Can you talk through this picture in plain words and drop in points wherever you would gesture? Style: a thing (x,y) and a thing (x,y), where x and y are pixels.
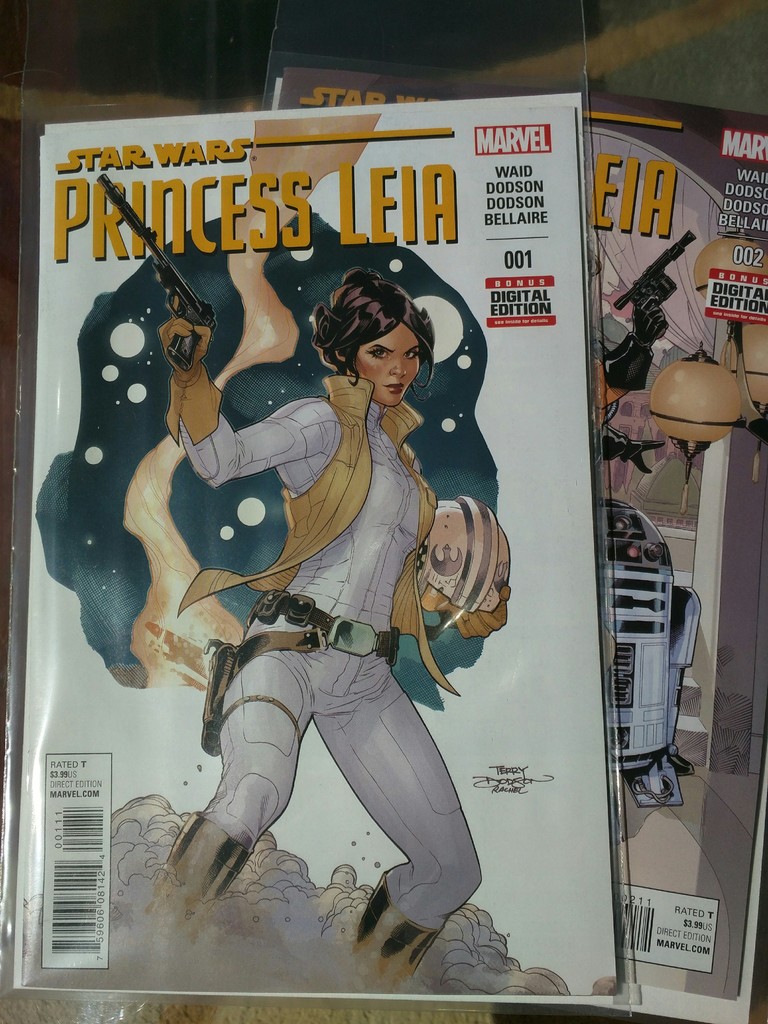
In this image in the center (378,404) there are two books (576,248), on the books (265,407) there is one woman (237,845) who is standing and she is holding a gun (159,259) and some text (494,317) written.
